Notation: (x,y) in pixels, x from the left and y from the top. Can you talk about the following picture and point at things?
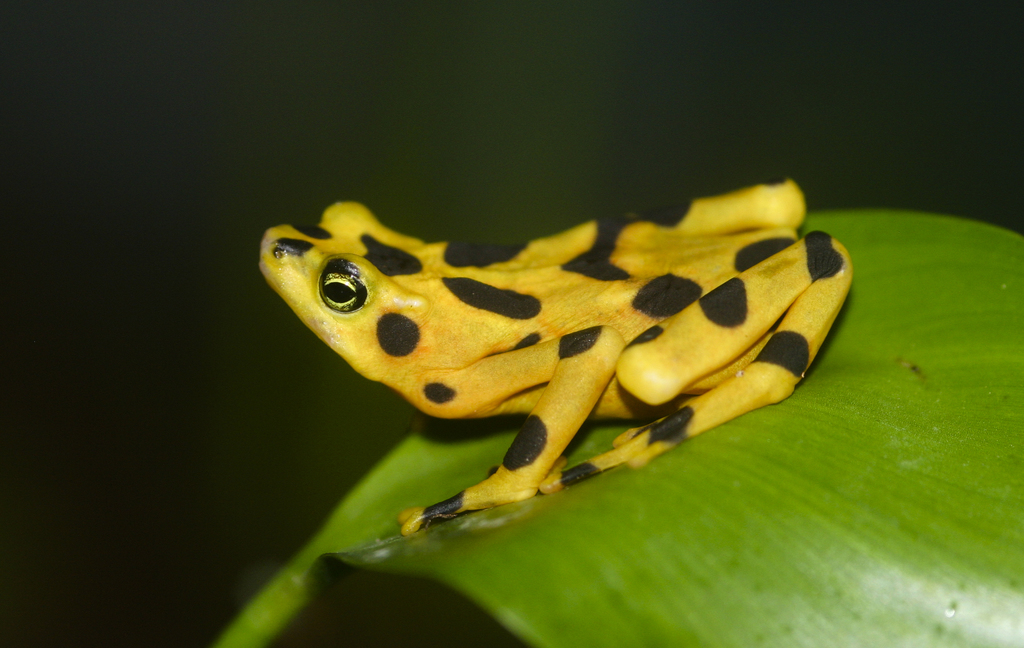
In this image there is a frog (525,482) on a leaf (631,620), in the background (64,483) it is blurred.
